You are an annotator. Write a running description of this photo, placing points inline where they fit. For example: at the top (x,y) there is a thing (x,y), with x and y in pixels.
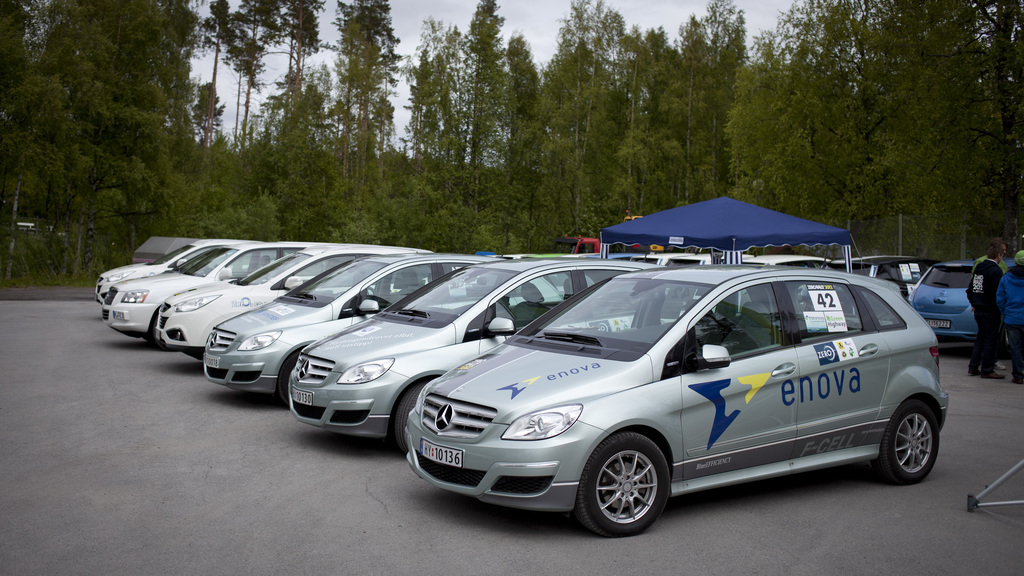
In this picture we can see some cars (947,338), there is a tent (731,241) in the middle (641,233), we can see some trees (394,154) in the background (871,102), there is the sky (526,20) at the top of the picture (530,21), on the right side (986,292) we can see two persons (1012,290) standing.
